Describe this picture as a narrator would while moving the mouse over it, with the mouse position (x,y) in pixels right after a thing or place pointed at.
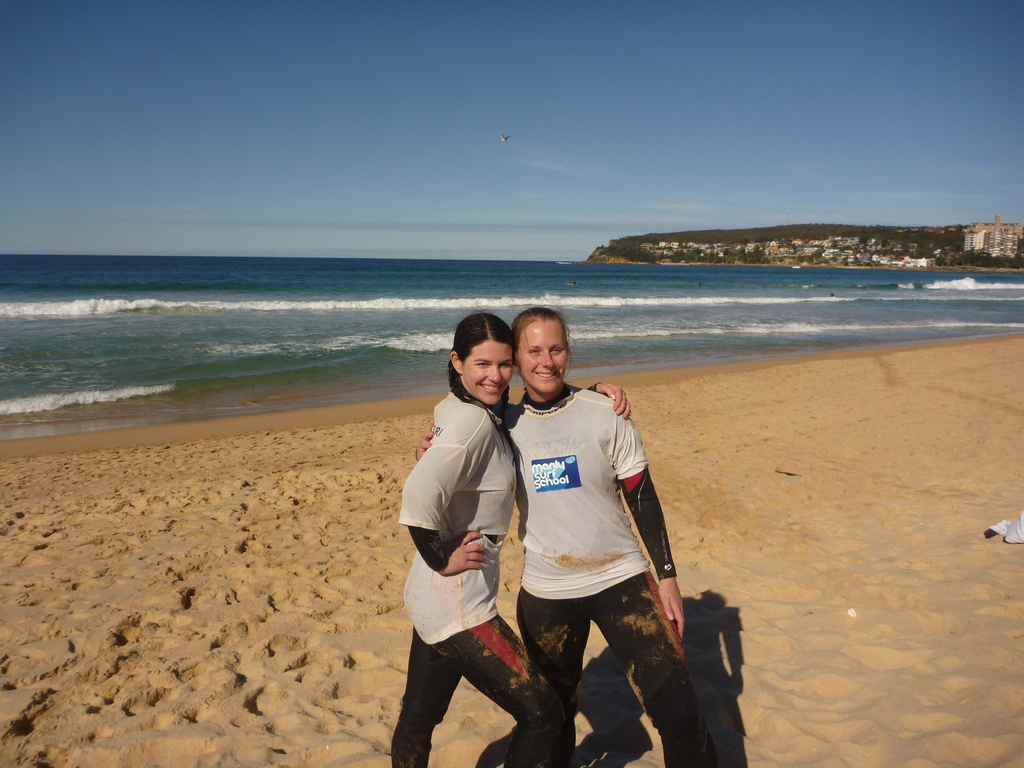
In this image, we can see people (459,343) and in the background (714,235), there are buildings (807,245), trees (767,234) and hills (757,232). At the top (507,132), there is a bird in the sky (260,202) and at the bottom (154,512), there is water (138,337) and sand (161,698).
